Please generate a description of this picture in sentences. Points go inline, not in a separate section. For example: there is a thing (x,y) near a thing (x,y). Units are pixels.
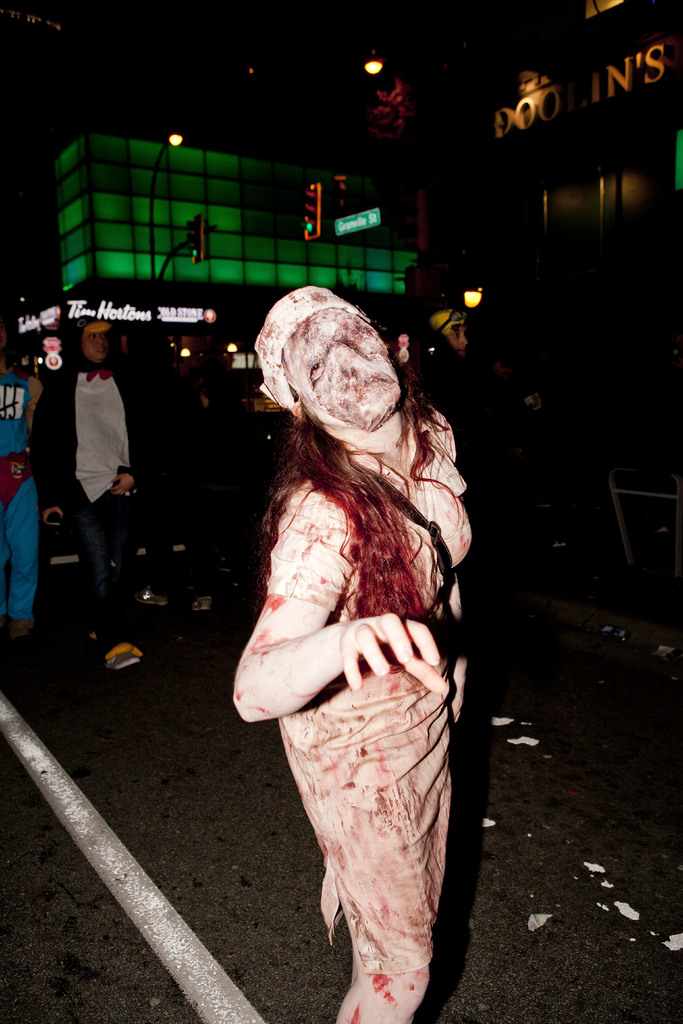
In the center of the picture (317,407) there is a woman (312,454) in a different costume (366,835). In the background (206,375) there are people (11,409) walking on the road (291,986) and there are buildings (327,186), lights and other objects (408,118).
